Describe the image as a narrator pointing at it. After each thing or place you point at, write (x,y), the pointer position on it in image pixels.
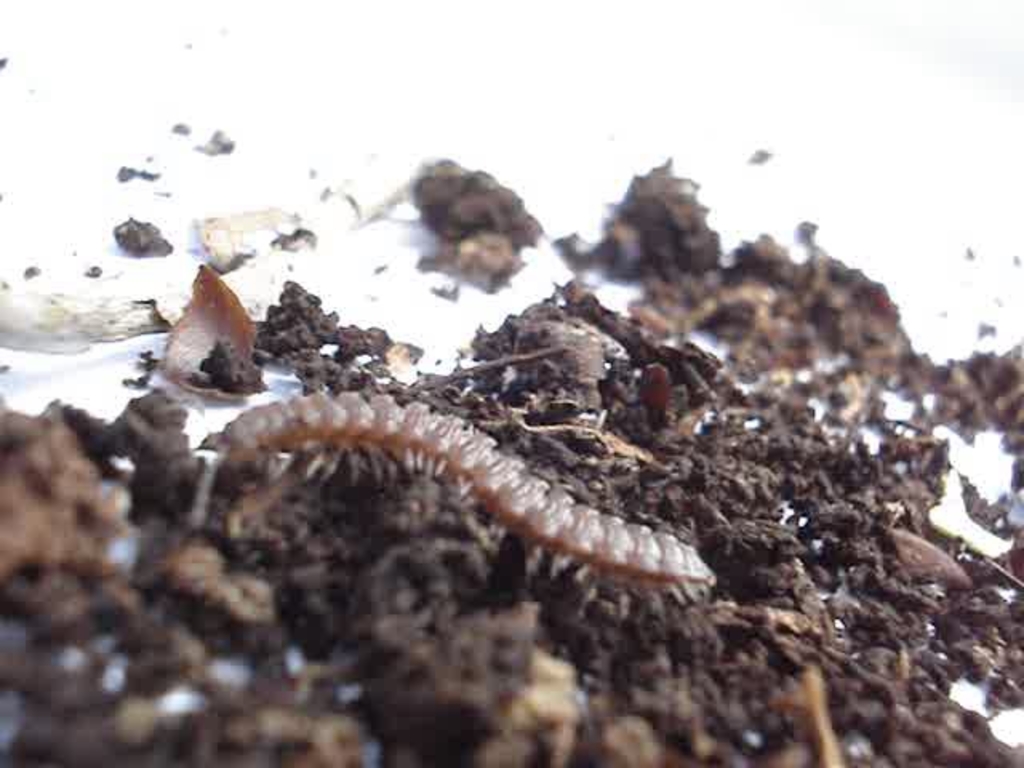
In this image I can see an insect (514,492) which is in brown color. It is on the mud (607,599). The mud (601,619) is on the white color surface (464,320).
